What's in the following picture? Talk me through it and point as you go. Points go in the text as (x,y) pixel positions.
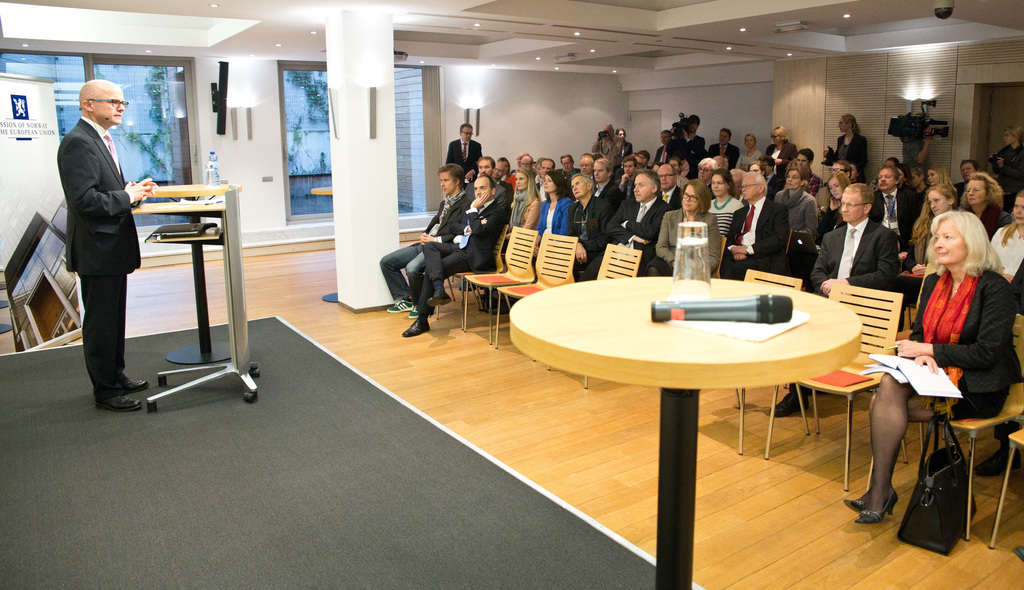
This picture is clicked in a conference hall (9,482). Here, we see many people (844,265) sitting on chairs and listening to the man (76,171) on the opposite side. Man (101,92) on the left corner (97,204) wearing black blazer (117,266) is standing near the podium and explaining something. Behind him, we see a board (48,214) with some text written on it and on background (483,114), we see white wall (470,97), pillar (361,113) and glass windows (305,97). In front of picture, we see a table (673,327) on which microphone (701,309), paper (767,326) and glass (694,264) are placed.
